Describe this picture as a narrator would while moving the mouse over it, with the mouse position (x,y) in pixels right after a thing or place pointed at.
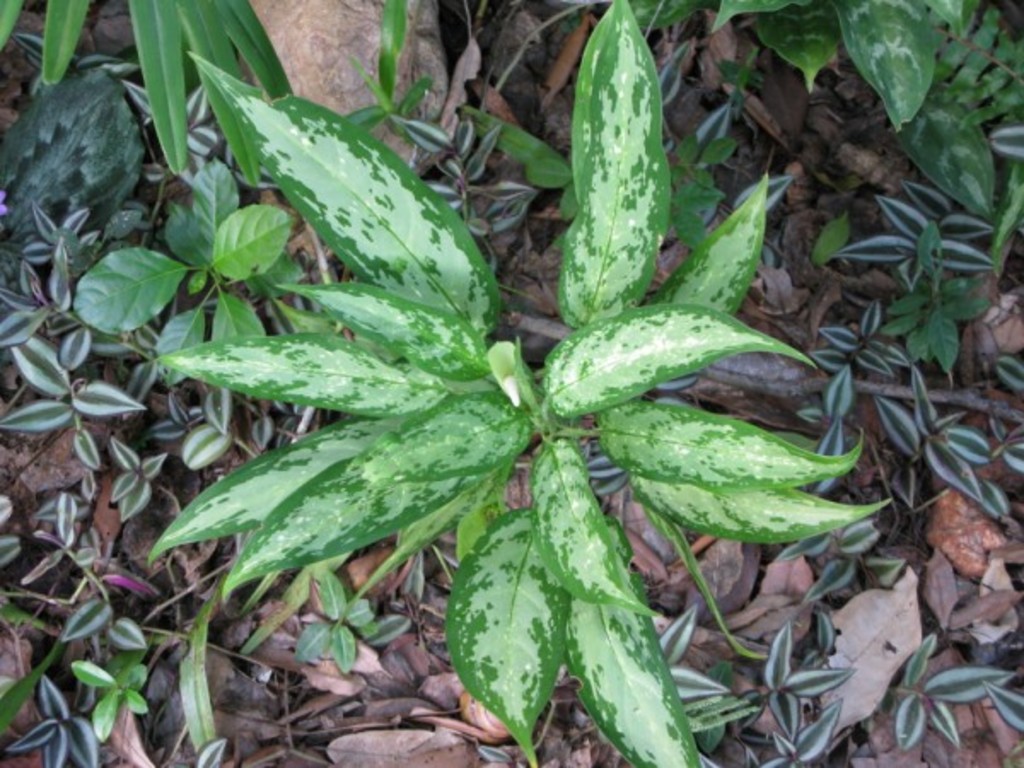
In this image there is a plant (558,360) with the green leaves (466,416) in the middle (478,436). At the bottom (875,649) there are dry leaves (902,612) and small plants (924,435). At the top (331,44) there is stone (366,49).
